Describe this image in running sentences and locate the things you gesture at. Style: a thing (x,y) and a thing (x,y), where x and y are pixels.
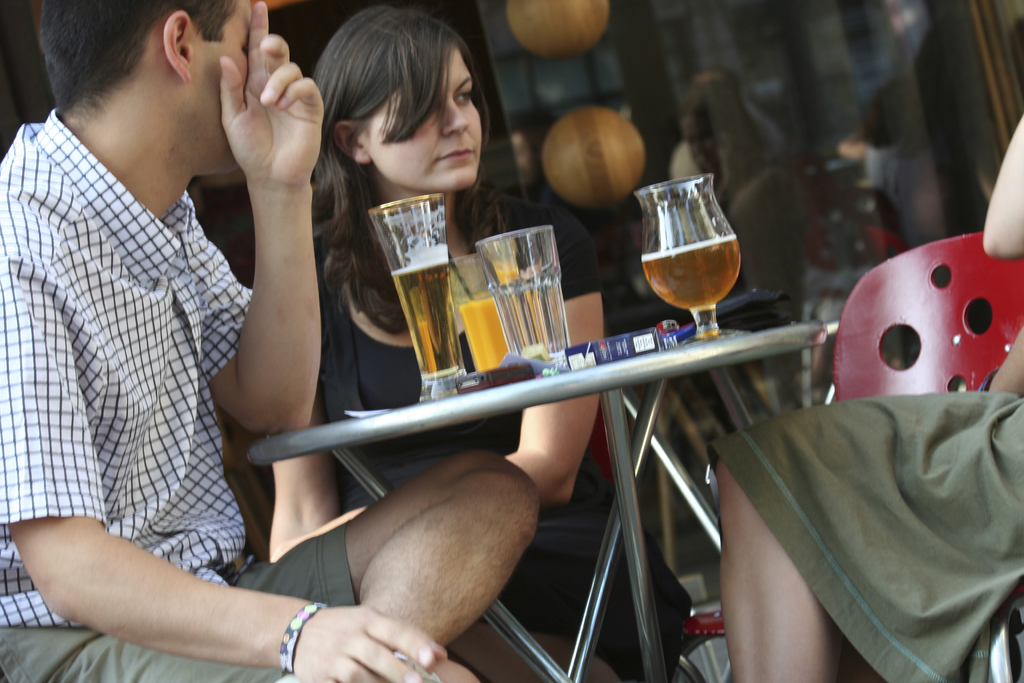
In this picture, we see three people (822,516) are sitting on the chairs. In front of them, we see a table (321,434) on which glasses (475,301) containing liquids (704,285), a blue color box (643,346), a black wallet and some other objects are placed. In the background (770,145), we see the lanterns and the glass windows (737,147) from which we can see the people (882,149) who are sitting on the chairs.
